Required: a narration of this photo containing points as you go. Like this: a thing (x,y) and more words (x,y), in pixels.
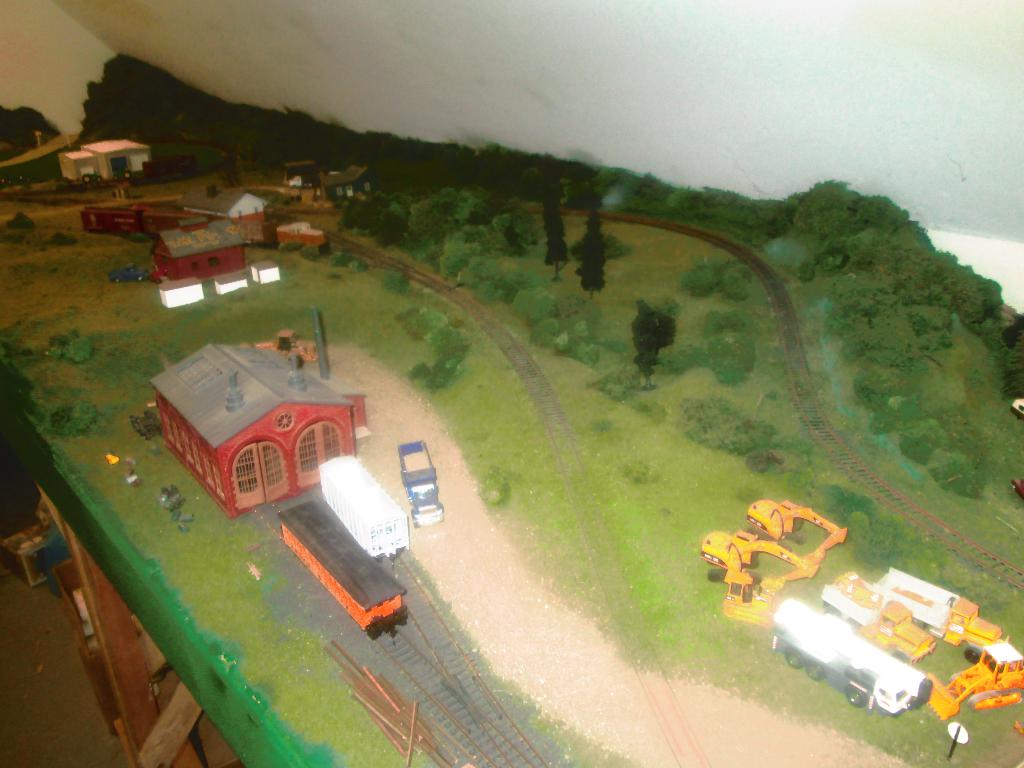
In this picture I can observe sample of a project (336,484). I can observe houses (226,385), cranes (727,556) and trains (318,559) on the railway tracks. There are some plants (511,225) and trees (379,157) on the land (54,170).
